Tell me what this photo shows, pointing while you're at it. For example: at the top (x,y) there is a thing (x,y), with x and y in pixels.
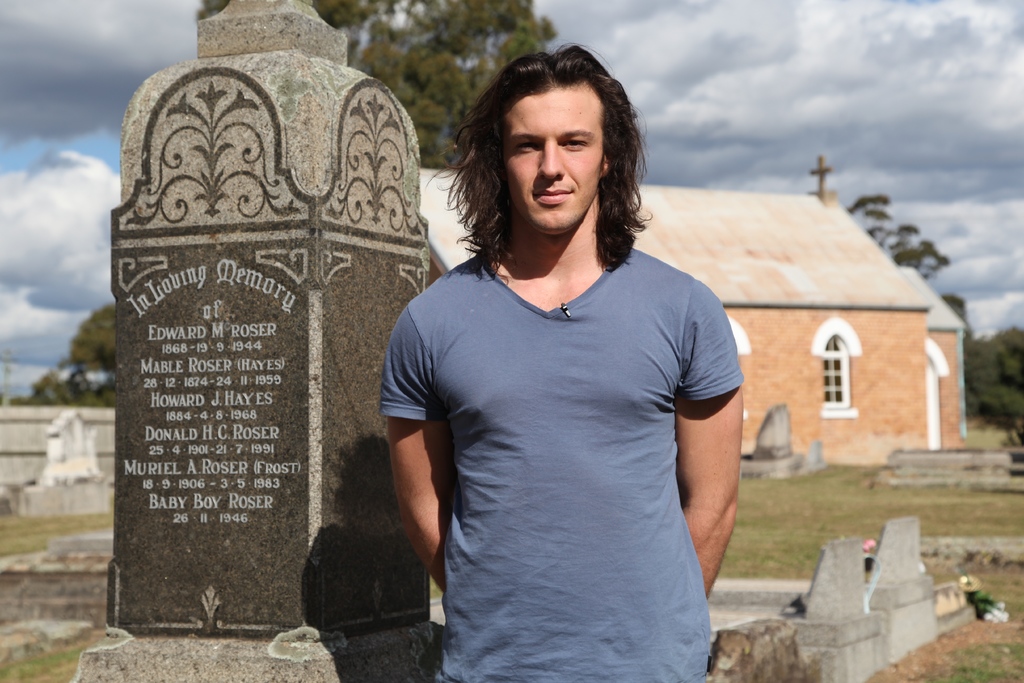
In this image we can see one person (580,246) standing. And we can see the few gravestones (227,188). And we can see a shed (818,203) with holy cross symbol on it. And we can see the trees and clouds (654,82) in the sky (654,82).
